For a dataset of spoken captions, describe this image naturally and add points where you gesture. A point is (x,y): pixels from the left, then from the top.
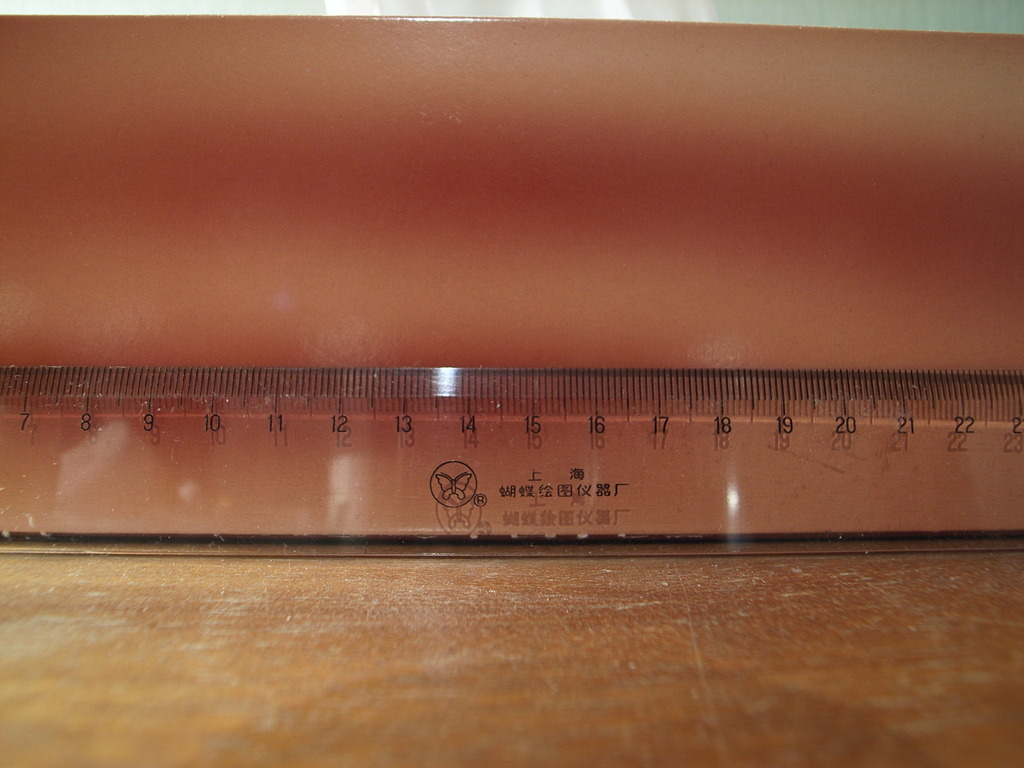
In this image there is a measuring scale (724,427). This is looking like a table (100,631).
